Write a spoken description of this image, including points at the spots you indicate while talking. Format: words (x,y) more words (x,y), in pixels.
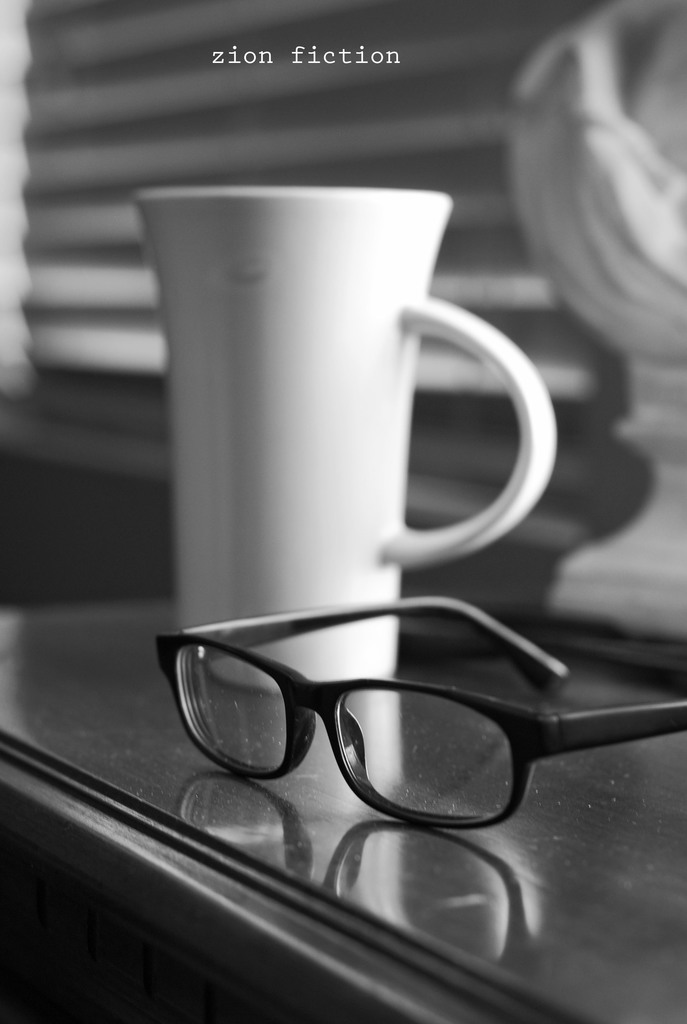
In this image I can see a table (514,930) on which I can see a white colored cup (314,396) and black colored spectacles (417,689). In the background (607,280) I can see few blurry objects (605,328).
